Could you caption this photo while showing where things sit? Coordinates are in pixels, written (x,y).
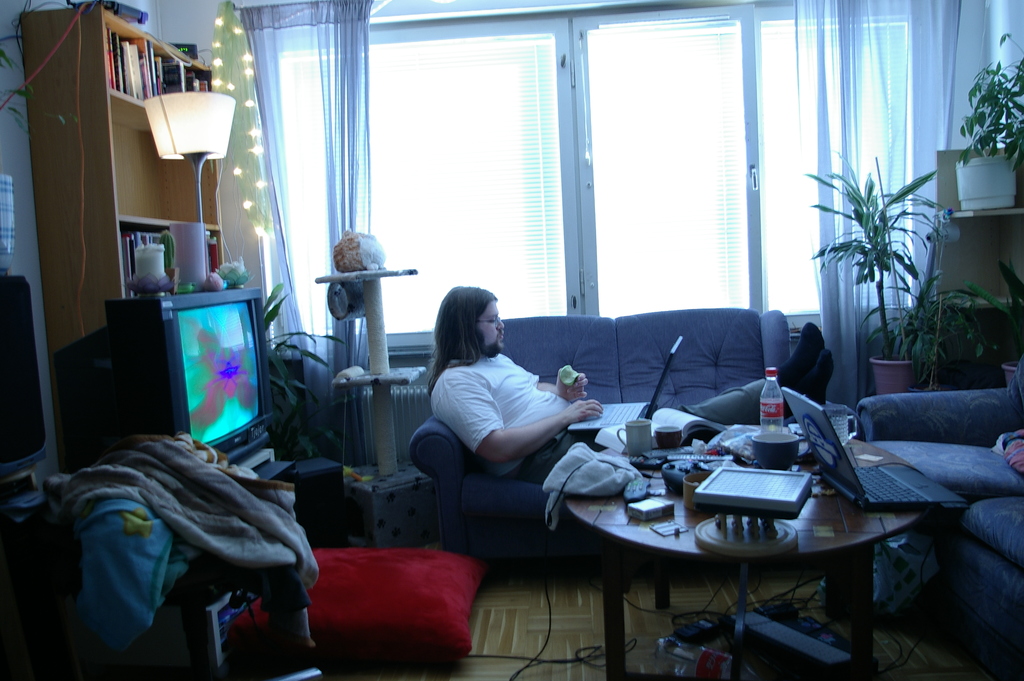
In this image i can see a person (498,395) in white shirt (499,383) is laying on the couch (453,447) and holding a laptop (653,408) in his lap (583,437). I can see a table (840,498) on which there is a laptop (825,459), a bottle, a cigarette pack (648,503), a cloth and few other objects (711,474). To the left of the image (254,408) i can see a television (250,388), a huge pillow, a rack (76,41) of books (208,240), a lamp (164,111). In the background (306,282) i can see few curtains (349,84) and few windows (659,152).
